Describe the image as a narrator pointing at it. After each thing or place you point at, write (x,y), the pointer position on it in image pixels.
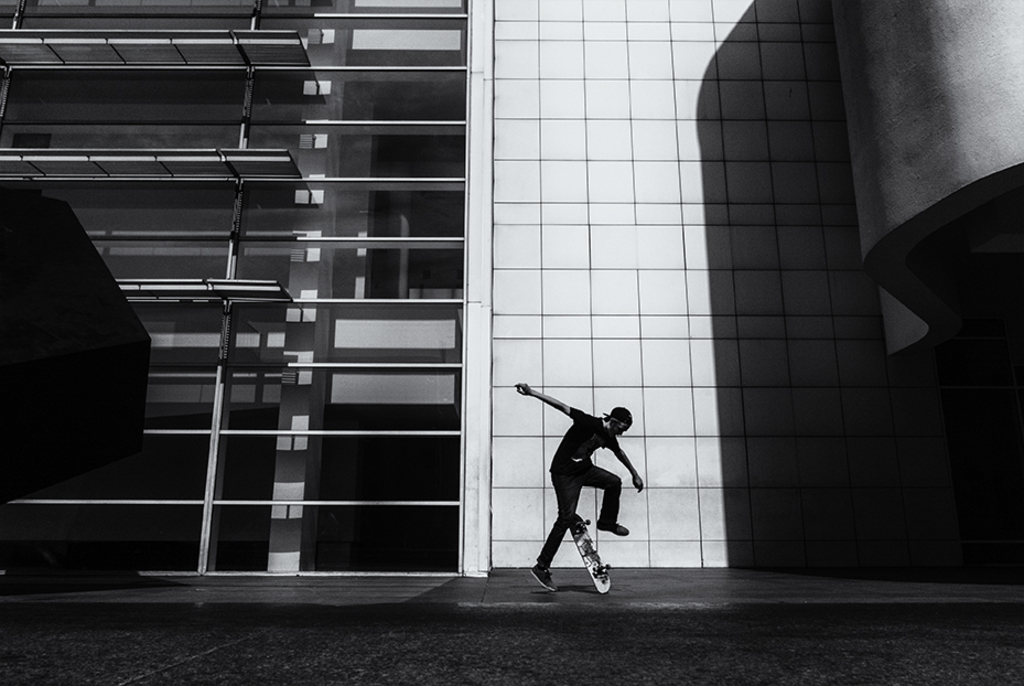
This looks like a black and white image. I can see a person (590,473) jumping along with a skateboard (579,546). This is a building (450,323) with the glass doors (365,473). At the bottom of the image (490,640), I think this is the road (327,655).
